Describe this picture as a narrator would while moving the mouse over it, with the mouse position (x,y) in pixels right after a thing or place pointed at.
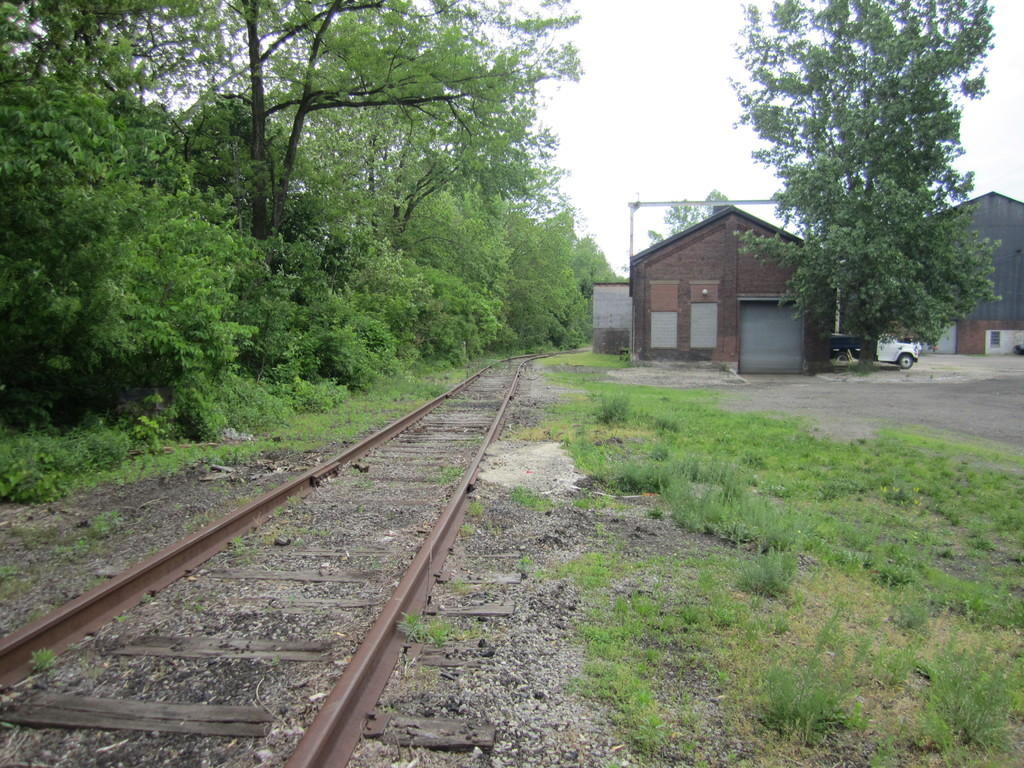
As we can see in the image there are trees (475,209) and houses (734,275). There is grass (808,496), railway track (466,421), white color car (913,352) and at the top (635,87) there is sky (641,97).
